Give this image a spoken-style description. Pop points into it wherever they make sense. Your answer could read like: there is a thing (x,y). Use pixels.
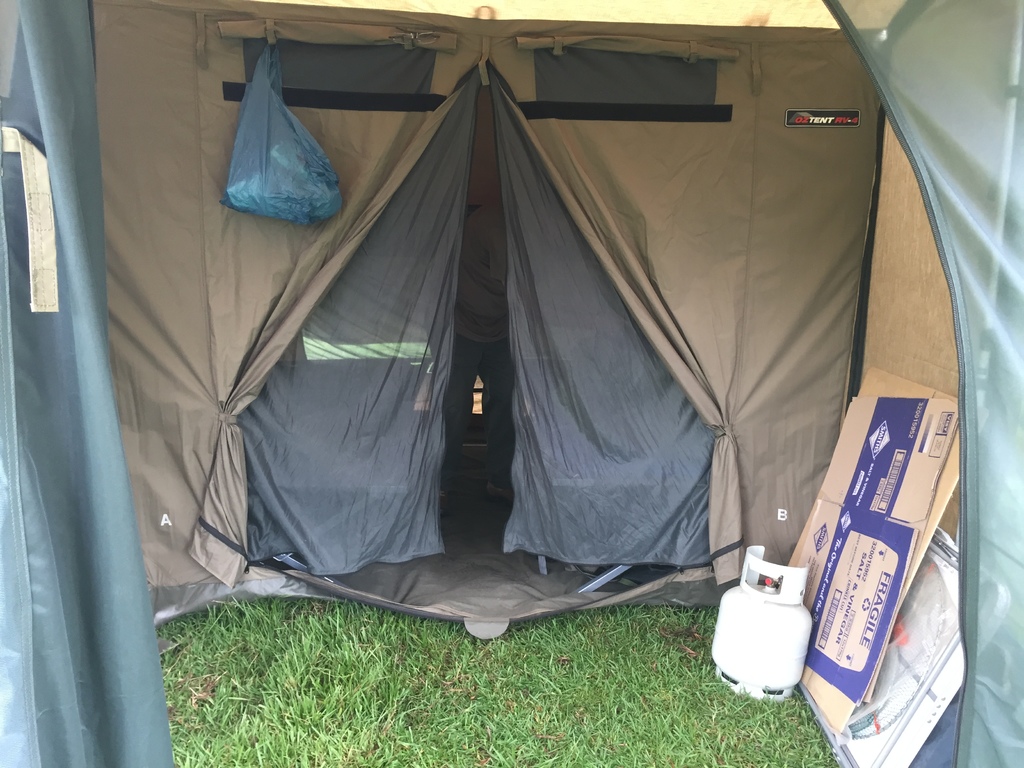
In this image I can see a tent (259,325) in brown and grey color. I can see few objects (763,596), cardboard sheets (832,602) and green grass (672,705).
